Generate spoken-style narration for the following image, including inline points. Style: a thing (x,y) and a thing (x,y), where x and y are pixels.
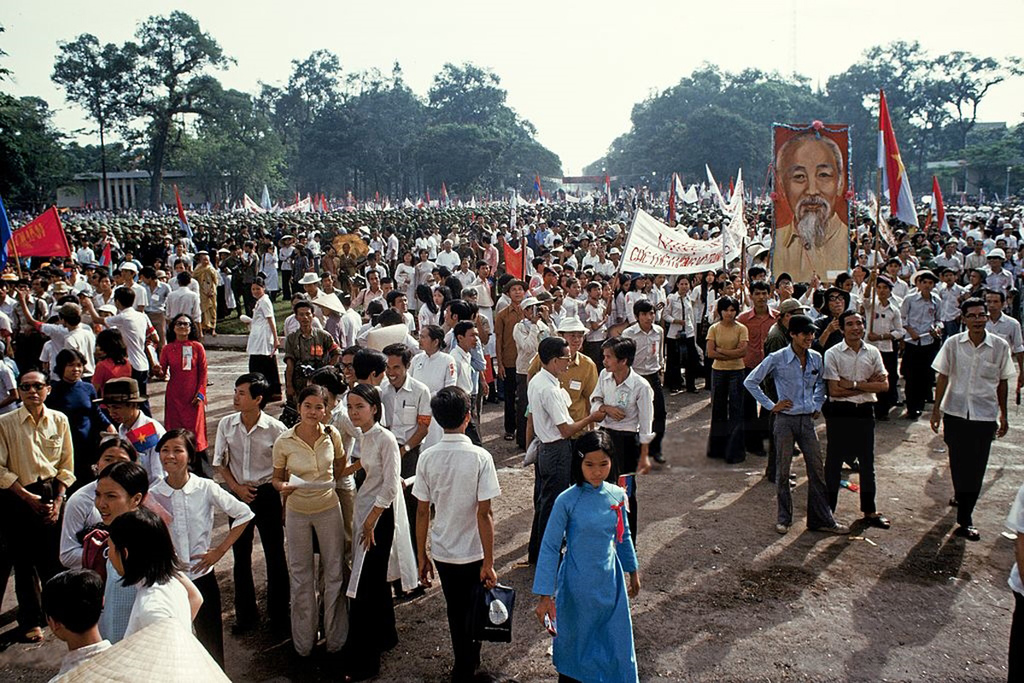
In this image there are people (383,229) in a ground (653,626) holding flags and posters (693,251) and a photo (777,252), in the background (765,134) there are trees (684,128) and a sky (381,35).
